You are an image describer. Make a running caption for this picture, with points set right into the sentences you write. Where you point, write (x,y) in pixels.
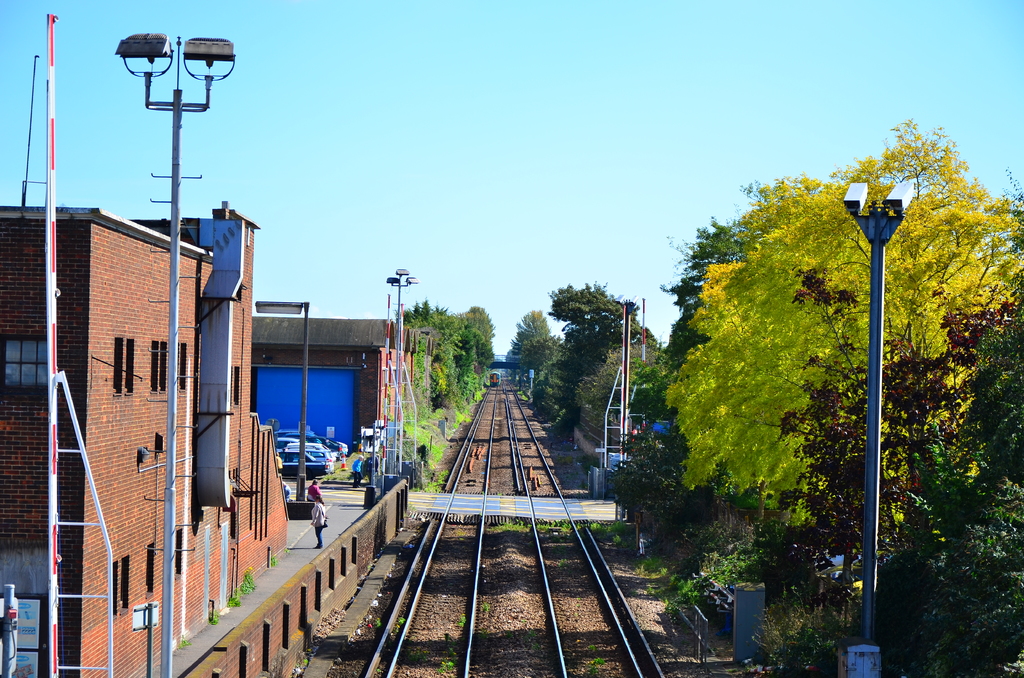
In this image I can see few light poles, few tracks (429,597). I can see trees (947,563) in green color, few buildings (370,339) in brown color. Background (583,182) the sky (523,135) is in blue color.
